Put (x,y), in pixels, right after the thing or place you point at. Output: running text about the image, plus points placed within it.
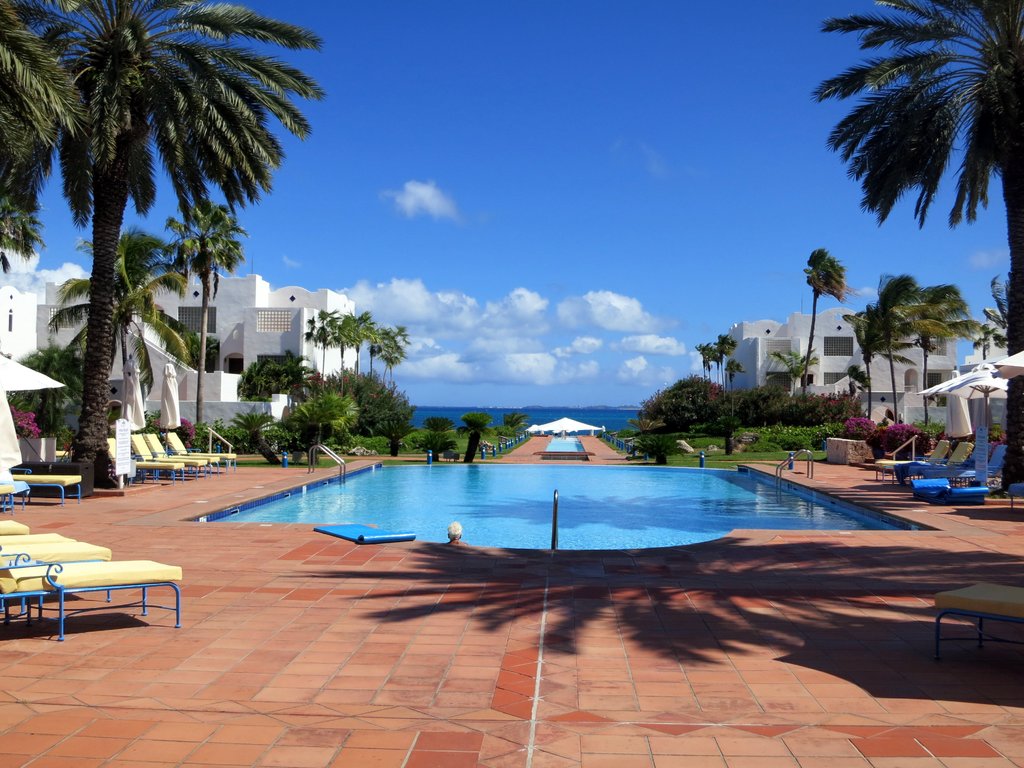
In the picture it looks like some resort (401,445), there is a pool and around the pool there are some chairs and plants (344,392), behind the plants (152,301) there are some buildings (755,375) and in the background (532,417) there is a water surface (590,415).
